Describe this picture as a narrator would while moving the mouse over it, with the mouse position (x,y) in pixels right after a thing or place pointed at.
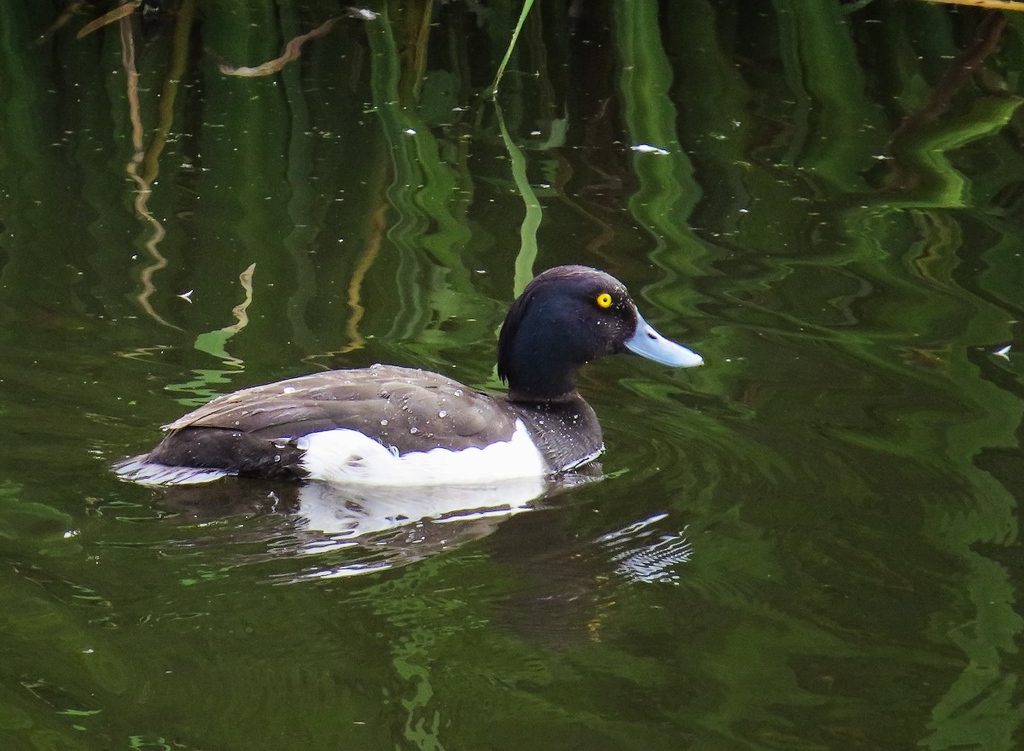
In this image I can see water (205,340) and on it I can see a black and white colour duck (439,405).
